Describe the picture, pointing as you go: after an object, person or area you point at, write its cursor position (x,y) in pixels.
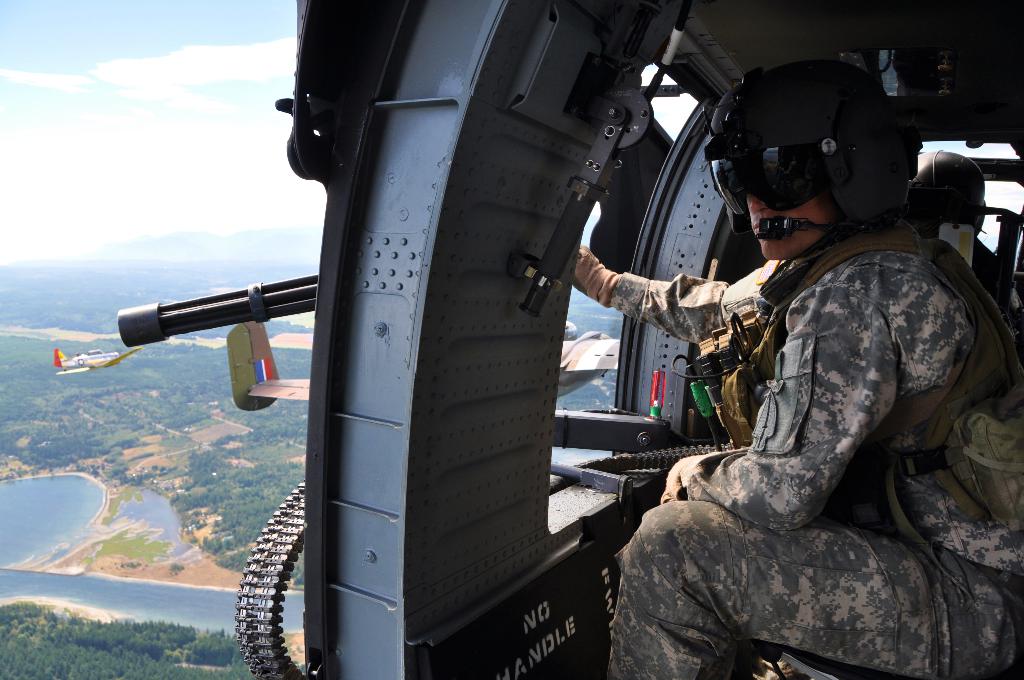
This image is clicked inside a aircraft (537,291). There are two people (922,169) sitting in the aircraft (936,120). The aircraft (695,242) is flying in the air (143,117). In the background (144,635) there are trees (24,392) and water (94,579) on the ground (92,563). At the top (162,99) there is the sky (123,59).
